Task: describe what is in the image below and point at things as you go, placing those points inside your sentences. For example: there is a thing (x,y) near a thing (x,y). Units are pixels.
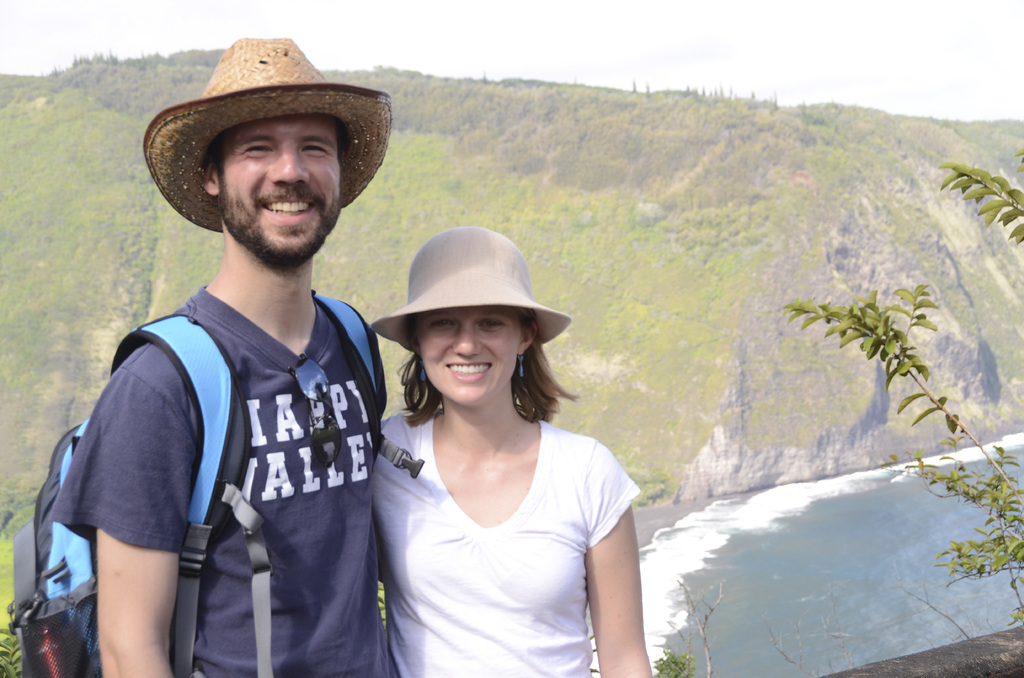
In this picture there are two people (304,445) standing and smiling. At the back (666,426) there are trees (39,221) on the mountain (724,318). At the top (523,64) there is sky (571,17). On the right side of the image (1022,213) there is a tree (1009,215) and there is a wall (901,662). At the bottom (795,597) there is water (813,585).
